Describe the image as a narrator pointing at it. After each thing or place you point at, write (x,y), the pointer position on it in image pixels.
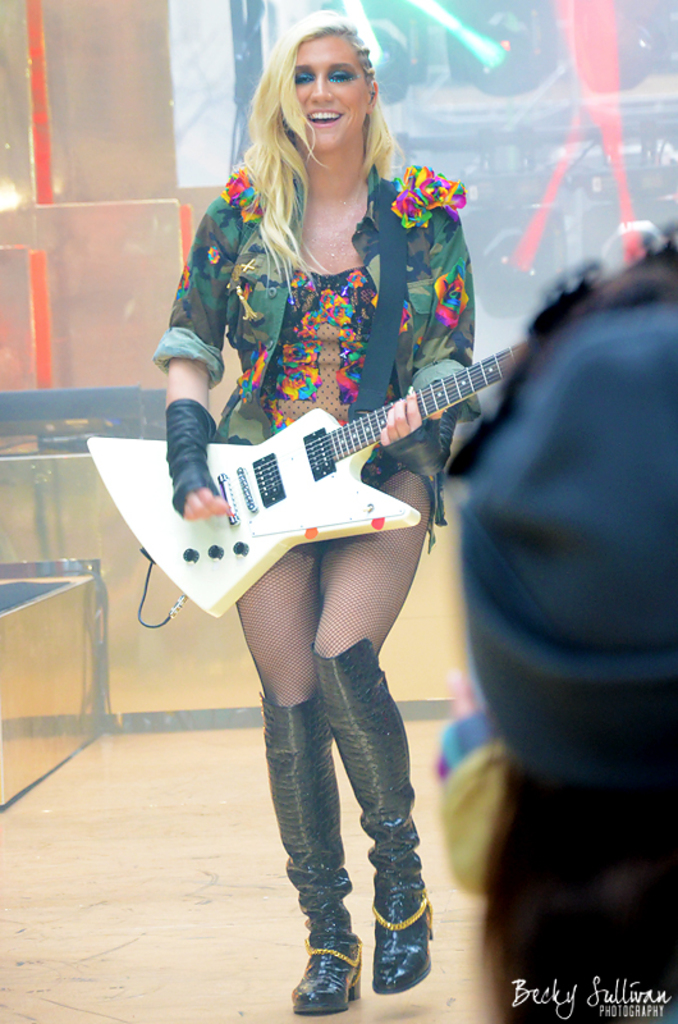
In this image I can see a woman (332,915) is playing a guitar (206,520). In the background of the image (462,445) there are focusing lights (376,10) and objects (68,638). At the bottom right side of the image (535,997) there is a watermark (636,1000) and an object (564,860).
